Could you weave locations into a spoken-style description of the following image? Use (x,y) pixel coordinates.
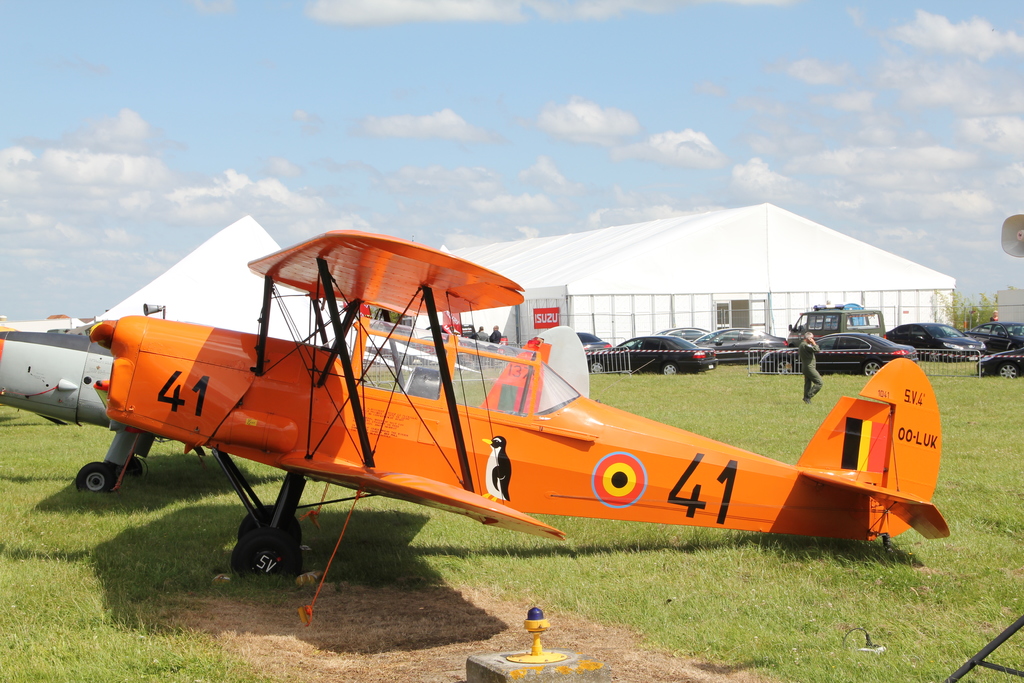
In the image we can see an aircraft (196,366) and there are vehicles (874,343). Here we can see a person (823,384) walking and wearing clothes (807,362). Here we can see grass (717,592), tent (710,251), fence (757,365), board (548,324) and a cloudy sky (350,179).
